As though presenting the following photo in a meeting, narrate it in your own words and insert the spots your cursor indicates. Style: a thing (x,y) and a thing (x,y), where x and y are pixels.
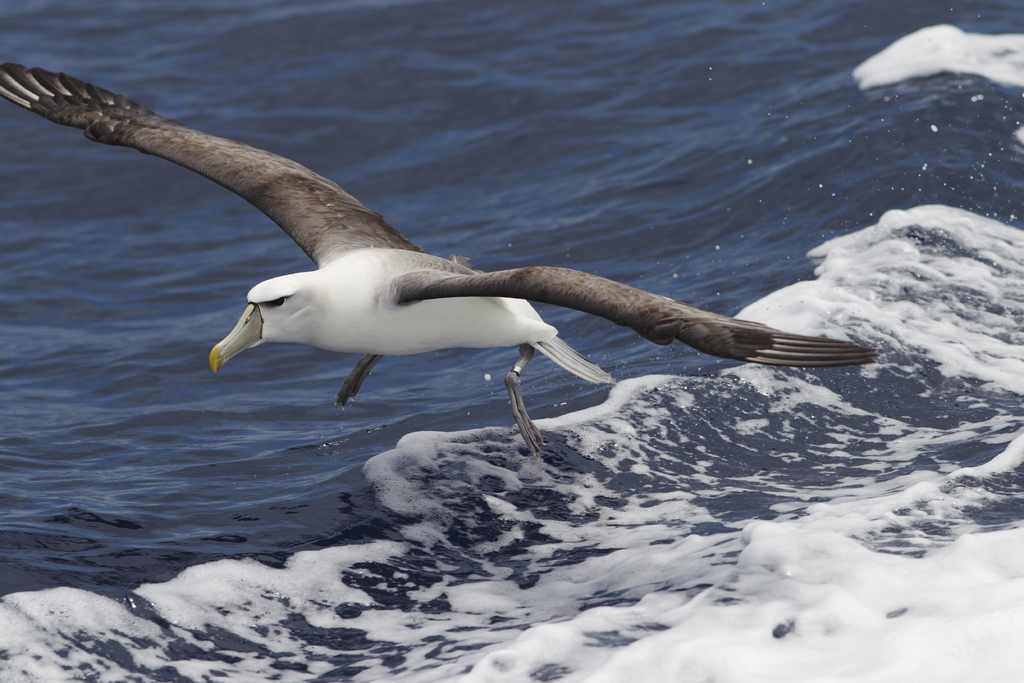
In this picture we can see a bird (614,288) and the water (584,479).
